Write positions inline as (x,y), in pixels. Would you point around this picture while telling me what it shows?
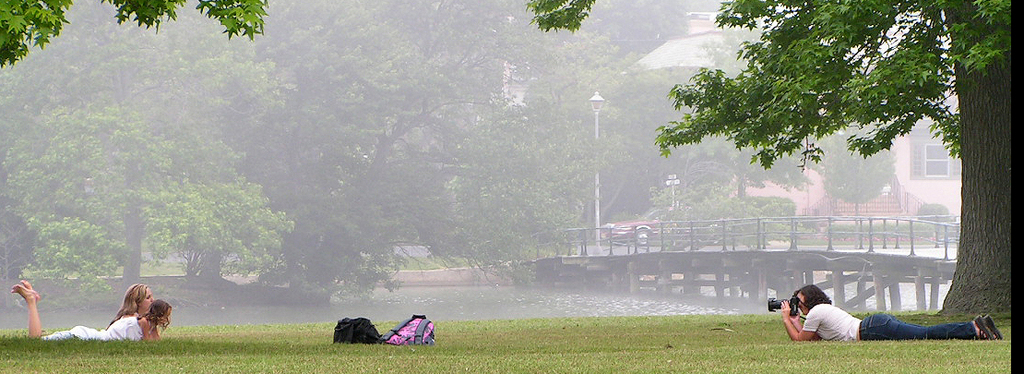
This image is taken outdoors. At the bottom of the image (183,355) there is a ground (282,341) with grass (602,340) on it. On the left side of the image (126,314) two women (136,297) are lying on the ground (70,354) and there are two backpacks (405,338) on the ground (395,349). On the right side of the image (957,337) there is a tree (770,141) and a woman (810,300) is lying on the ground (818,348) and clicking a picture with a camera (775,309). In the middle of the image (630,248) there is a pond (304,309) with water (714,293) and there is a bridge (771,260) with a railing (741,242). In the background (540,186) there are a few trees (636,178), plants (709,206) and there is a house (923,145).
